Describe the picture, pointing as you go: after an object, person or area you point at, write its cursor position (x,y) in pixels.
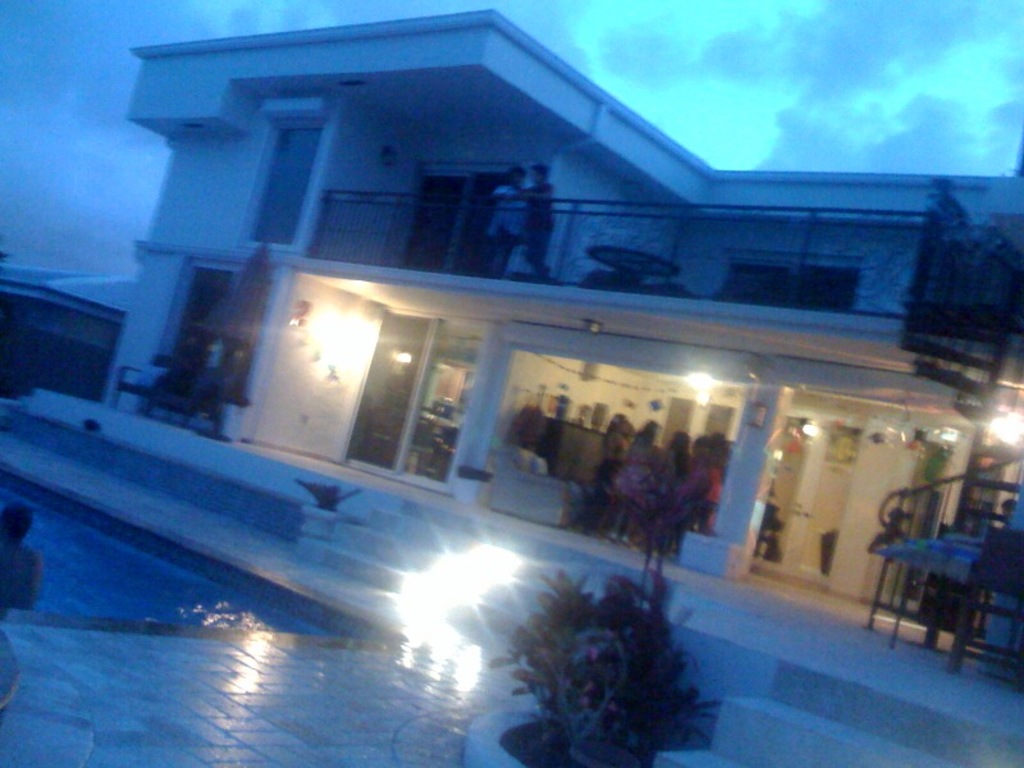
In this picture we can see a building (381,430), swimming pool (54,608), floor (343,659), steps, plants (534,648), lights (329,323), some people (705,519), some objects (585,416) and in the background (642,40) we can see the sky (915,80).
